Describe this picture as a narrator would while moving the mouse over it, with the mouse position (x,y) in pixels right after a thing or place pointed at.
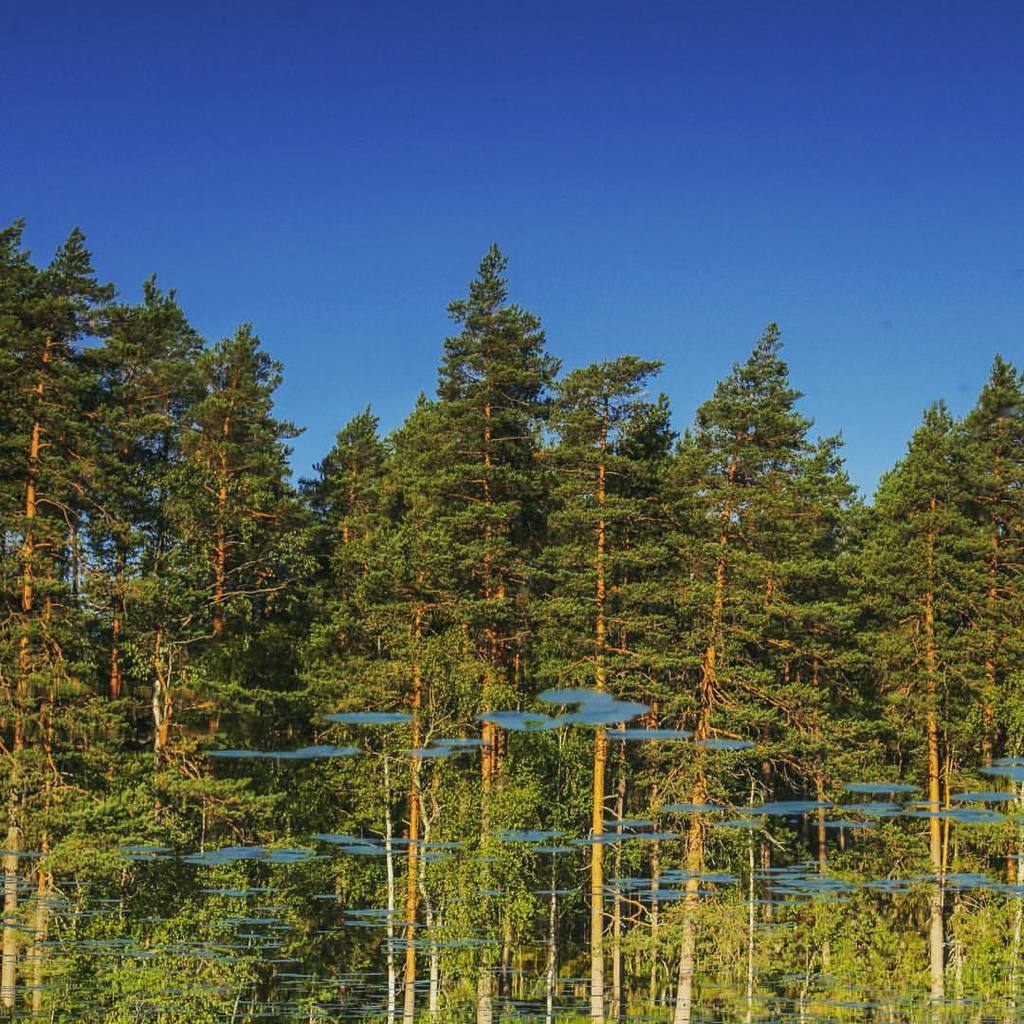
In the foreground of the picture (507,669) there are trees (538,672). At the top (474,102) it is sky (586,118).
